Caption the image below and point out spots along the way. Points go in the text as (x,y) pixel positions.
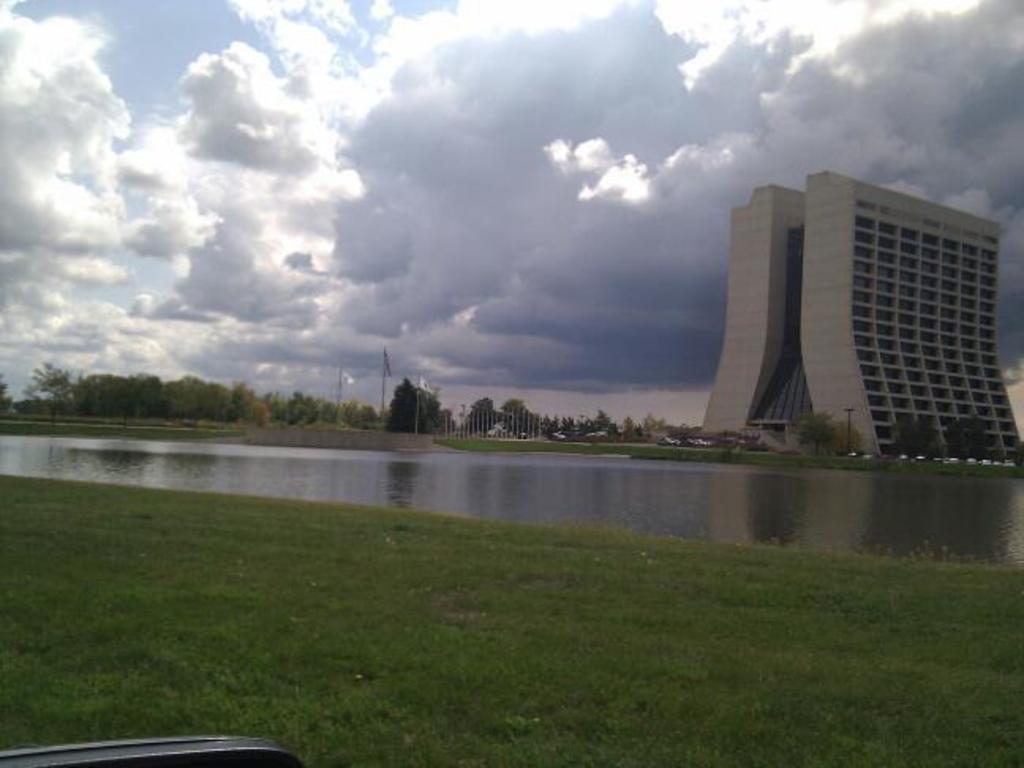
In this image, we can see a lake (645,517) in front of the building (766,337). There is a grass (422,640) on the ground (445,693). There are clouds (480,117) in the sky (260,216).
